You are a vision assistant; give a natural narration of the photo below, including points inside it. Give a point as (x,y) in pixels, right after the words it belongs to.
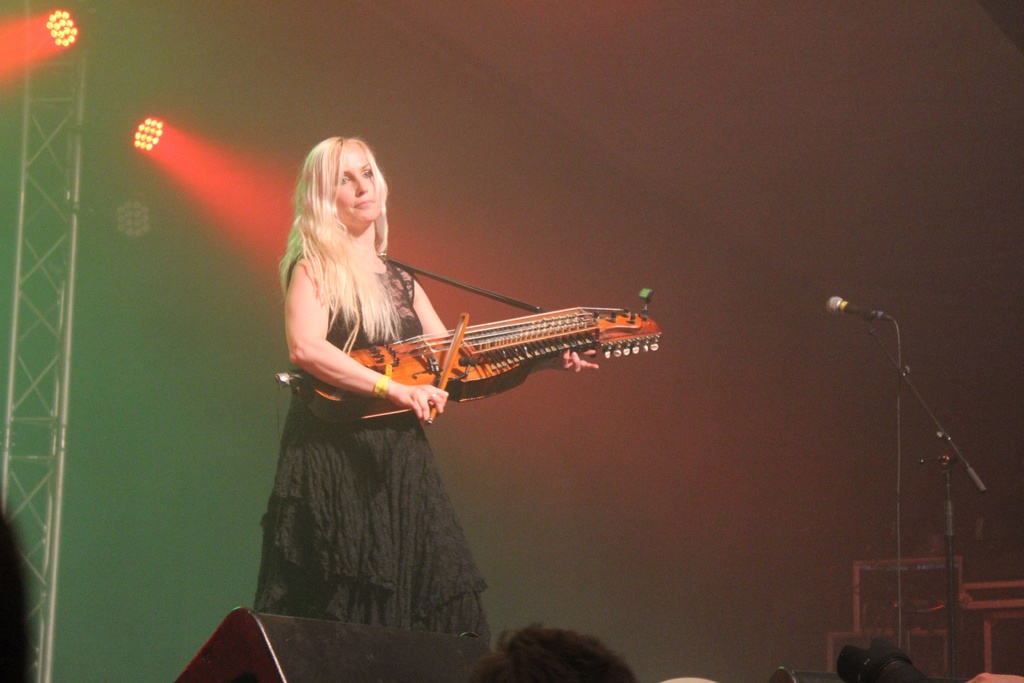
This picture is taken at a concert. A girl (440,522) is standing on the dais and she is playing a musical instrument (492,352). She wore a beautiful black dress (422,425) and a band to her hand (381,395). There is microphone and some boxes (920,575) at the right of the image (898,555). In the below of the image a head (574,650) of a person (577,656) is seen. In background (141,122) there are lights (137,134).
